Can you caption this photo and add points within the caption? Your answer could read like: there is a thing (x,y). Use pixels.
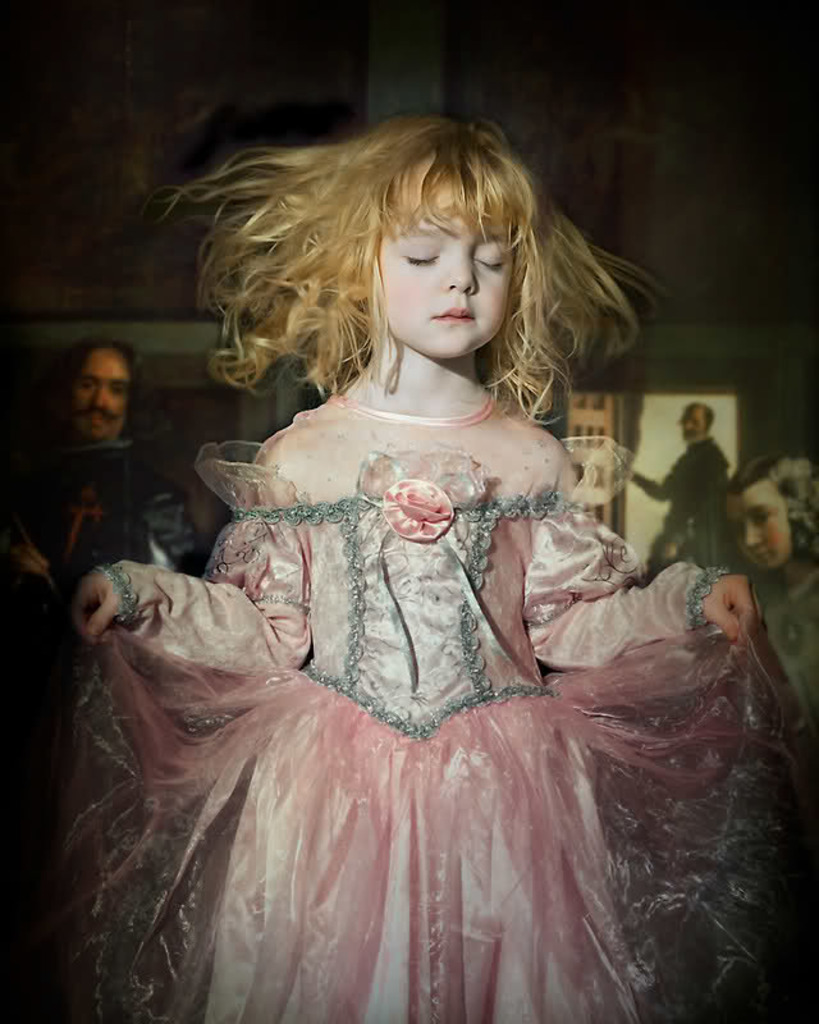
In this image I can see a child (478,514) wearing pink and ash color dress (386,704). Back I can see few painted pictures (649,430) and dark background (146,80).
